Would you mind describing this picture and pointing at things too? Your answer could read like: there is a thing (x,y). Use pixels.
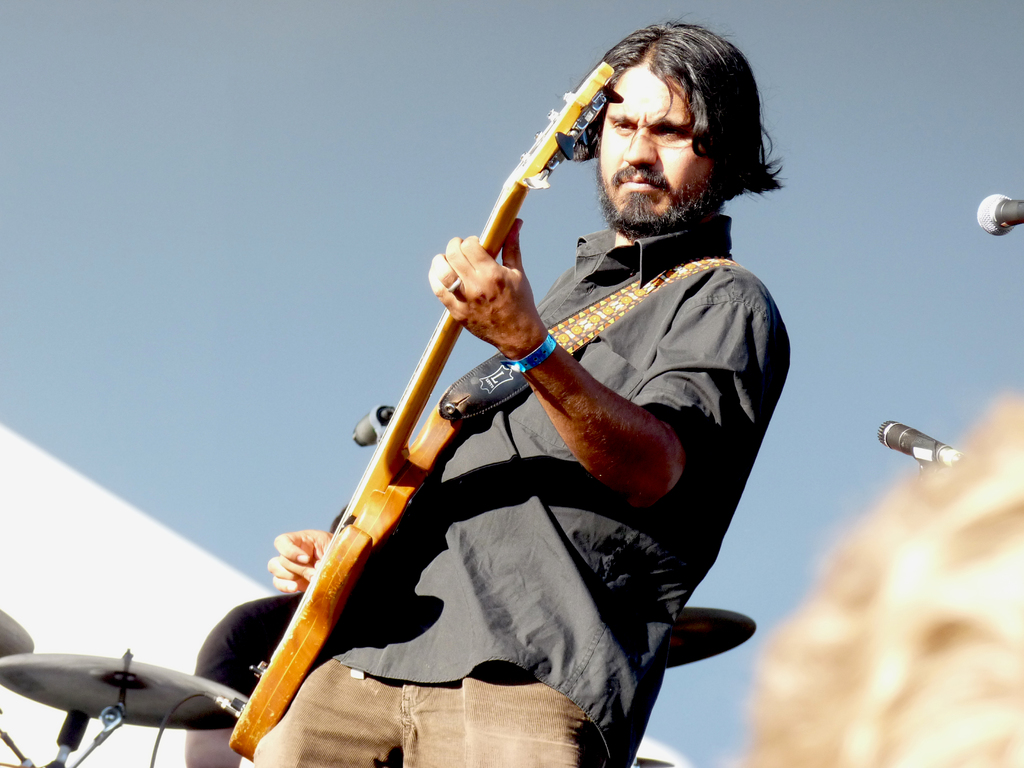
In this image we can see few persons (341,628). A person (422,590) is playing a musical instrument (414,469) in the image. There are few musical instruments (160,691) in the image. There are two mics (1001,209) at the right of the image (983,226).
